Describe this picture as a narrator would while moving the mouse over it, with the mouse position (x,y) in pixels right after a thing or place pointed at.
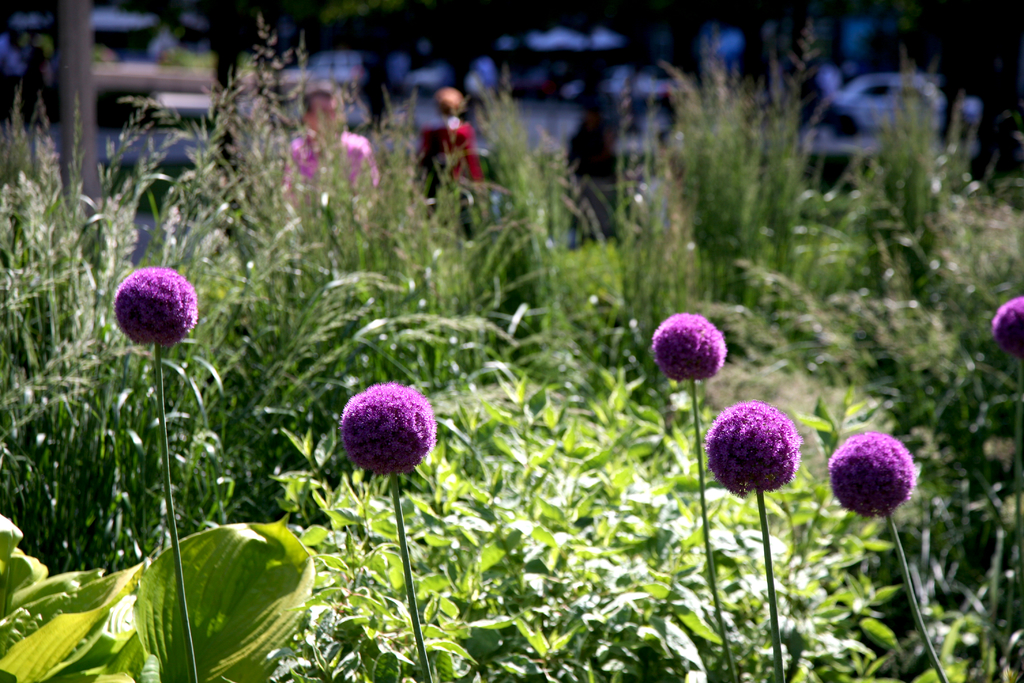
In this image we can see some flowers (769,588). On the backside (757,351) we can see a group of plants (523,291), the bark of a tree (66,152) and two people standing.
